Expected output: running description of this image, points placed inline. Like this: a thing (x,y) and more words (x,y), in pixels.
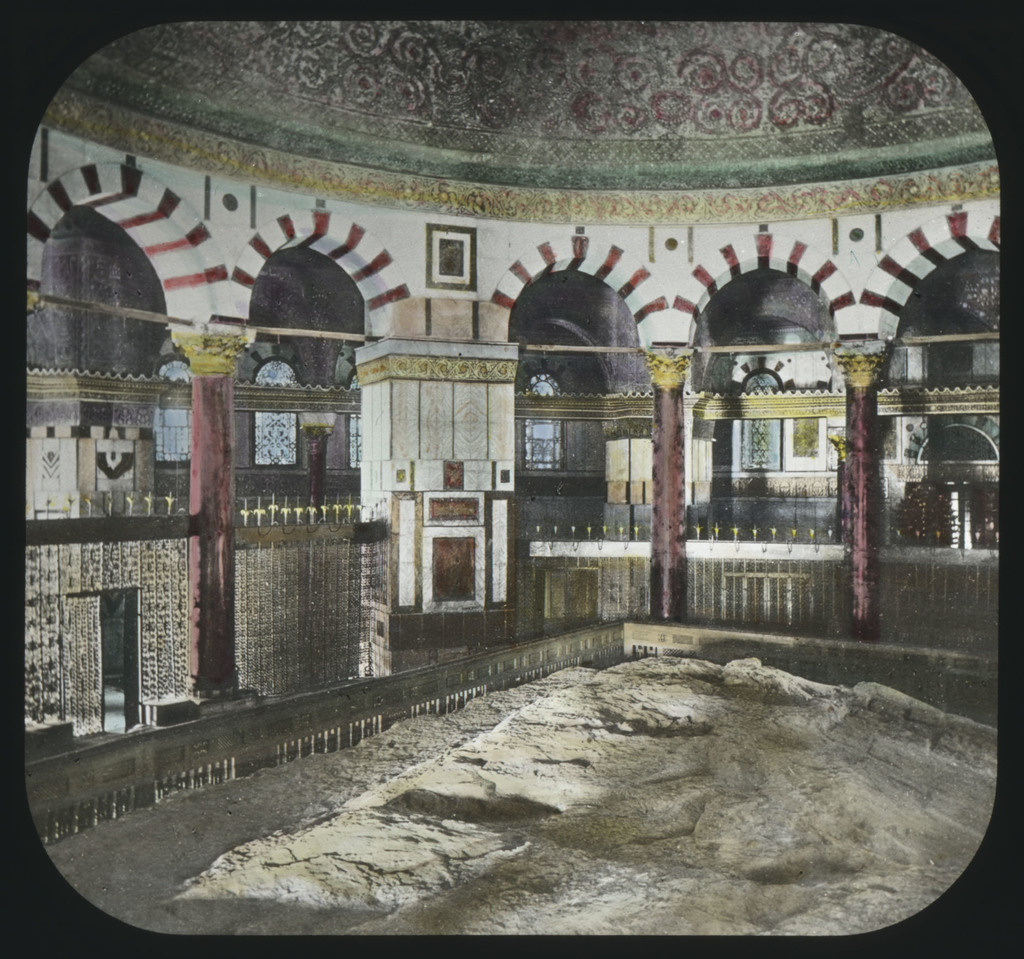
In this image we can see an inside view of a building (512,555), there are windows (545,434) and pillars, bottom of the image (657,775) there is rock (698,830).
